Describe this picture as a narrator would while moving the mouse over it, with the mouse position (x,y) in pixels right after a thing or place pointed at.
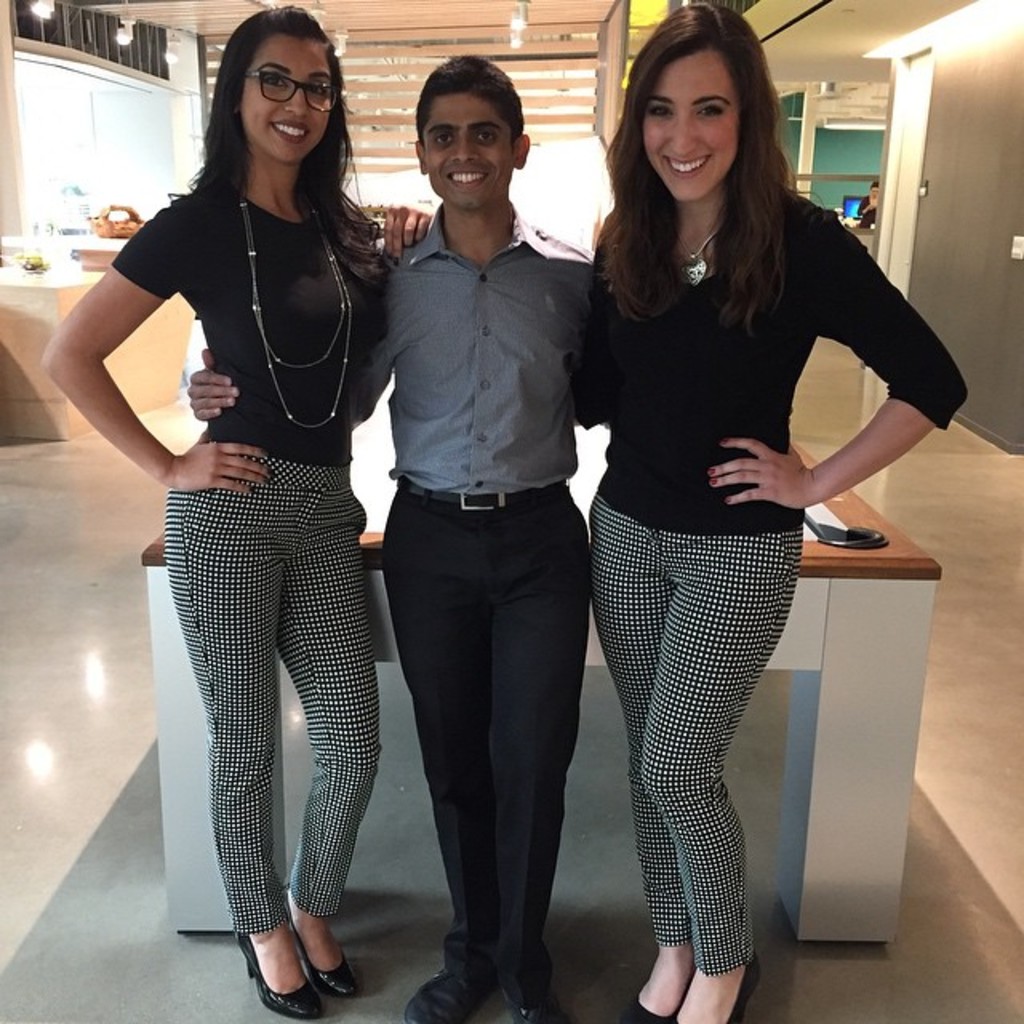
In this there is a man (459,105) who is wearing shirt (457,362) and shoe (430,995). Beside him there are two women (665,445) who were wearing black top (374,327) and shoe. Three of them (480,794) standing near to the table (813,608). On the right (855,218) background we can see a man (869,204) who is standing near to the system (844,202). On the left (37,270) background (106,208) we can see the flowers (41,258) and other objects (60,235) on the desk (48,285) which is near to the window (75,170). On the top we can see the lights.
